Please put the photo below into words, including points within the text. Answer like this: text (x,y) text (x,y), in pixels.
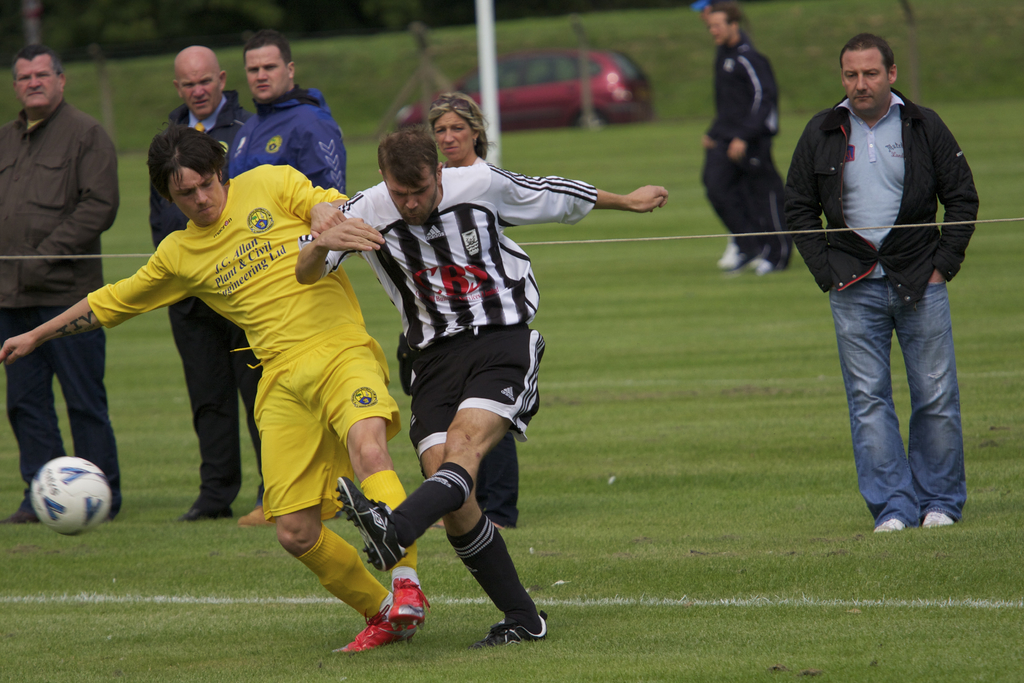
In this picture I can see there are few people (361,512) playing football and there are a few people (262,138) standing in the backdrop (468,147). There is a vehicle (624,111) and there's grass (737,381) on the floor (753,583).
